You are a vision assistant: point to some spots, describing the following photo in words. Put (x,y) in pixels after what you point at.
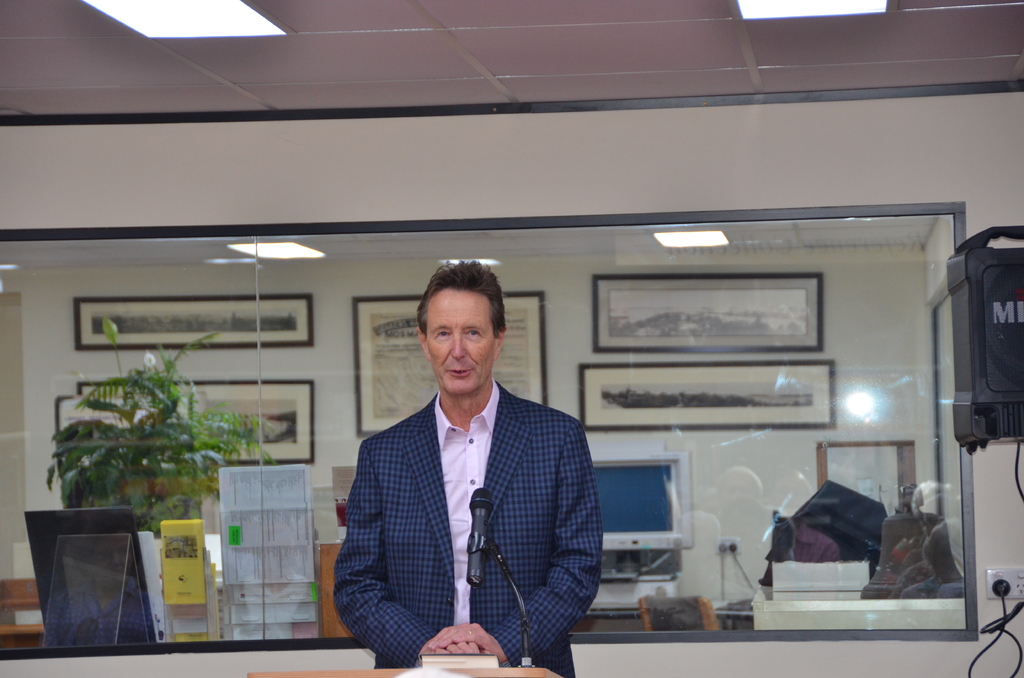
In this picture, there is a man (574,523) in the center (482,359). He is standing behind the podium (529,677). Before him, there is a book (494,659) and mike (480,576). He is wearing a blue jacket (546,454) and white shirt (447,450). In the background (73,295), there is a wall (900,128) with glass (737,510). Through the glass (737,510), we can see the frames (221,411), plant (231,437), papers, bags (840,527) etc. On the top (416,44), there is a ceiling (693,36) with lights (256,30).
